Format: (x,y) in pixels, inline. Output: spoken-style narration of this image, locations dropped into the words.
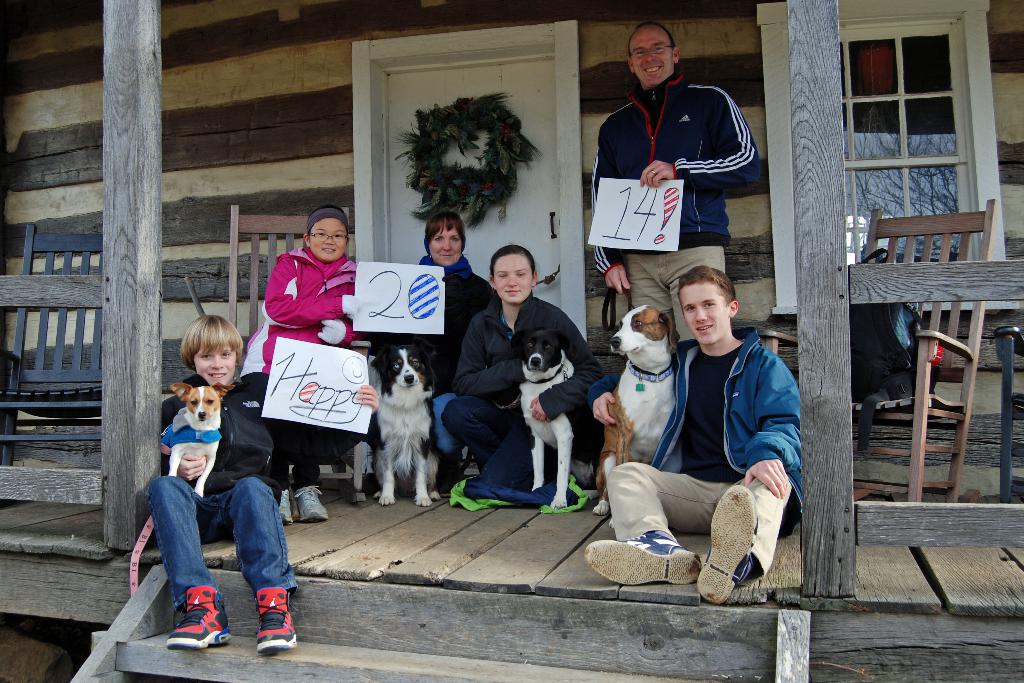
This image is clicked outside. There are 6 people (268,290) in this image. There are chairs (54,245) on the left side (84,247) and right side (952,411). There is a bag (857,358) placed on the chair (897,415) right side (862,383). There are four dogs (664,425) in this image. There are three boards (337,356) which are held by people (691,239) naming happy, 20 ,14.
